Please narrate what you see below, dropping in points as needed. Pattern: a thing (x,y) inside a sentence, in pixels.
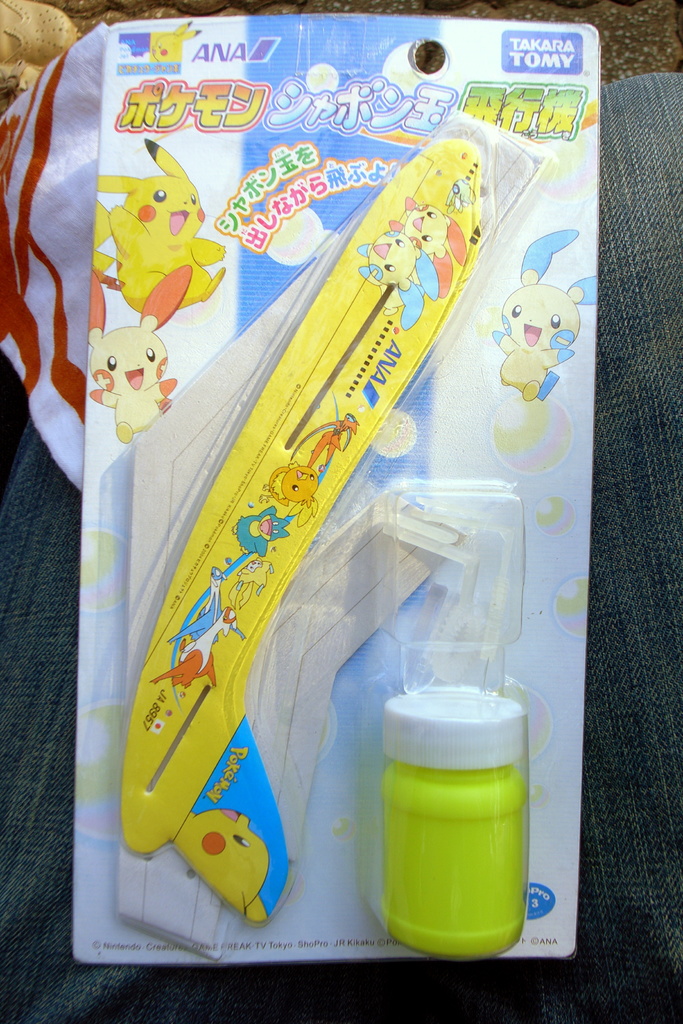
In this image we can see a toy (267,615) and a cloth (60,416). Here we can see cartoon images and some text (431,121) on the packet (166,347).
